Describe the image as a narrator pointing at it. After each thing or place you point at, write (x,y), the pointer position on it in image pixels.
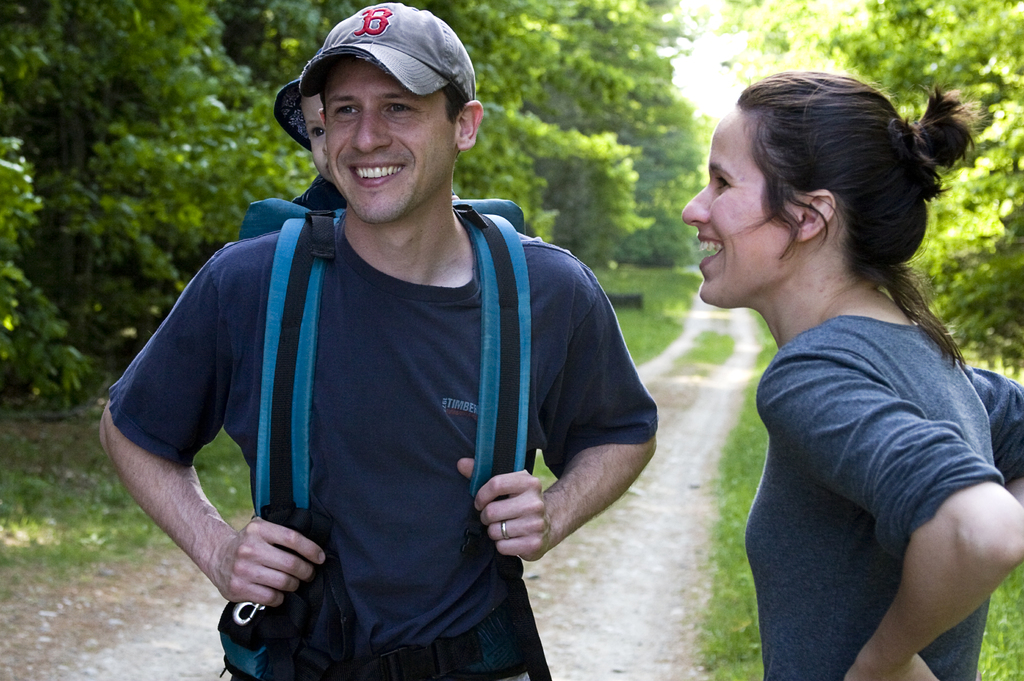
In the image there is a man (413,240) and woman (854,393) in navy blue t-shirt (578,433) smiling, the man (421,230) is holding a baby (317,152) behind him, in the back (586,638) there is path (674,461) in the middle (654,379) with plants (116,205) and trees (120,162) on either of it.
